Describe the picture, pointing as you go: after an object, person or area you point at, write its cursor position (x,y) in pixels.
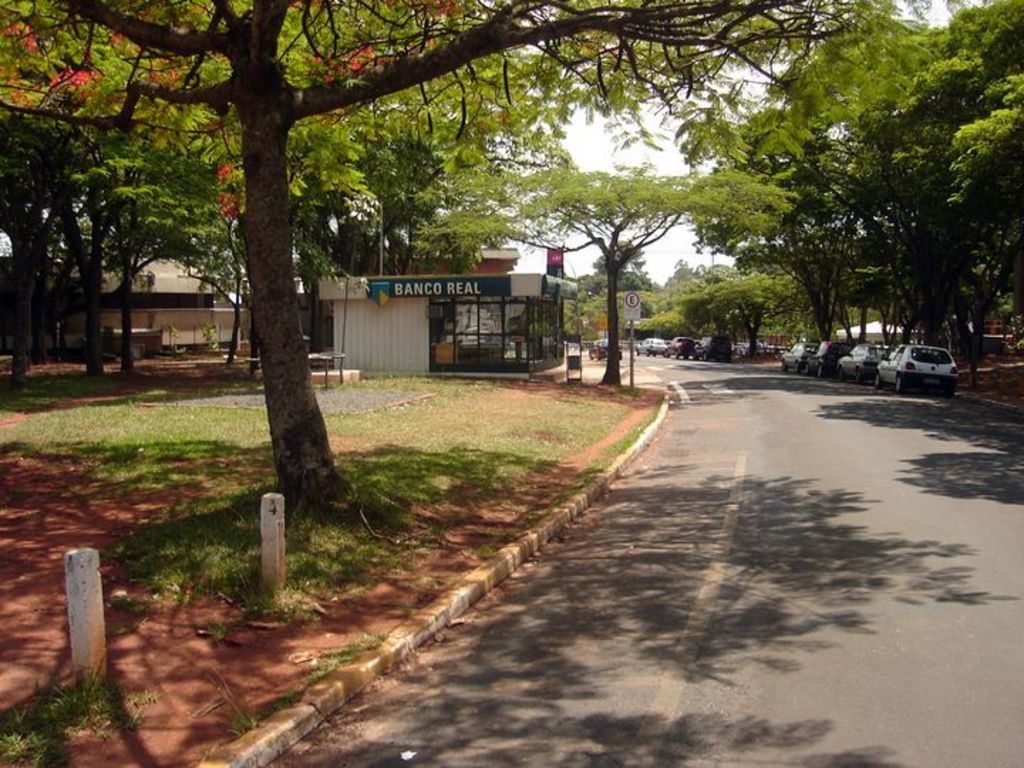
This picture is clicked outside the city. At the bottom of the picture (815,693), we see the road (884,682). Beside that, we see the soil (227,668), grass (262,586) and cement blocks (284,541). On the right side (708,354), we see the cars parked on the road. Beside that, we see the trees (889,341) and a building (878,334) in white color. In the middle (547,311), we see a building (475,317) and it has the glass windows (494,352). Beside that, we see a pole (633,351) and a board (637,311) in white color with some text (628,300) written on it. There are trees (168,260) and a building (162,304) in the background (144,298).
